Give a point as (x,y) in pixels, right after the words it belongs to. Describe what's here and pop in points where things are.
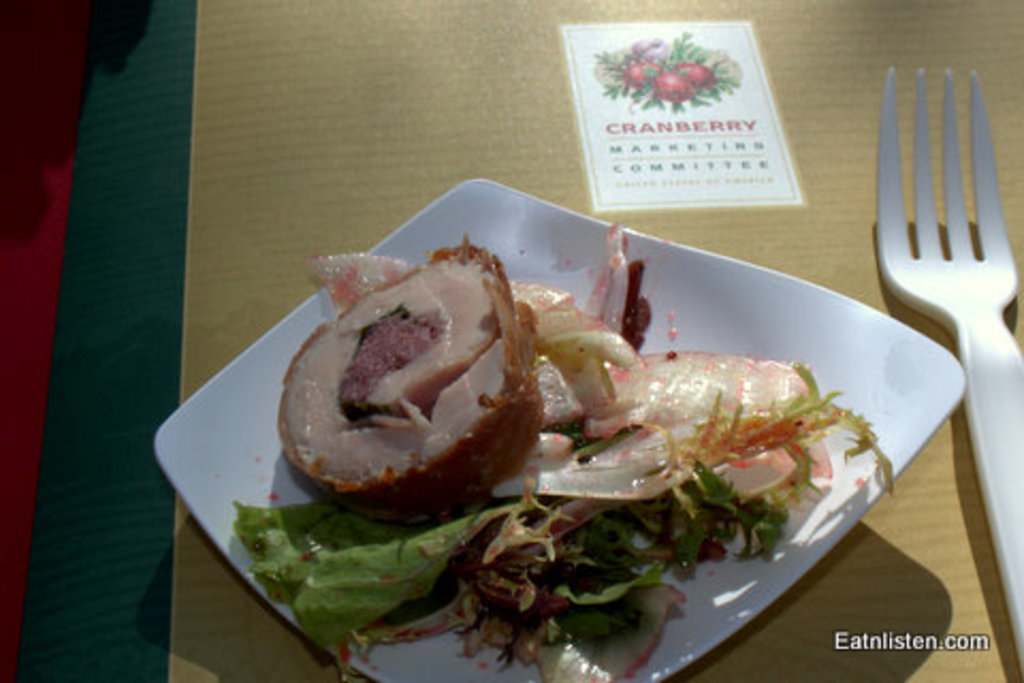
There is a white plate (270,407) with some food item (577,436) on a surface (920,623). Near to that there is a white fork (918,284). Also there is a label (647,121) with something written and an image (688,73) is there on the surface (810,651). On the right corner (891,634) there is a watermark (891,634).
